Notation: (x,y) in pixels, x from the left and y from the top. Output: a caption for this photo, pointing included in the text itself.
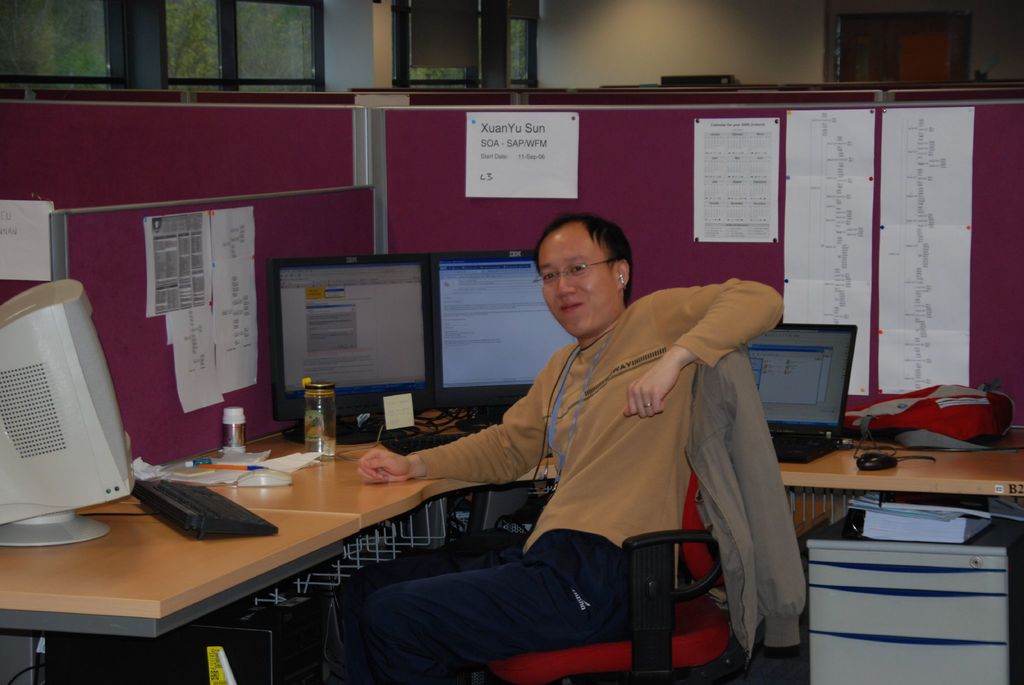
There is a man (558,406) sitting on a chair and smiling. We can see monitors (396,341), laptop (771,407), keyboards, mouse (280,480), cables (979,449), bag (936,439), papers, jars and pens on the table (125,539), under the table (985,479) we can see objects (932,516) on desk (980,557). We can see posters (220,250) and cabins (52,224). In the background (46,43) we can see glass windows (250,39) and wall (664,39).
